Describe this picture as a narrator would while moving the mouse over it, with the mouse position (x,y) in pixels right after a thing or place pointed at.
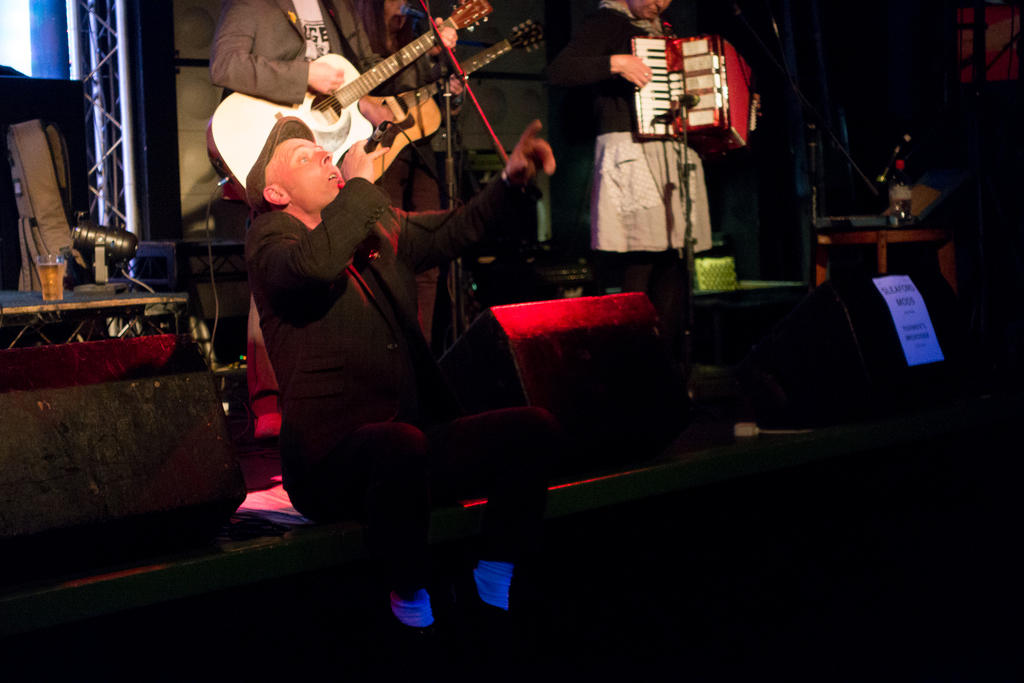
In this picture there is a man (400,213) who is holding the microphone (366,146) in his right hand (375,164) and singing and in the background (384,93) there is a guitar player (344,53).
